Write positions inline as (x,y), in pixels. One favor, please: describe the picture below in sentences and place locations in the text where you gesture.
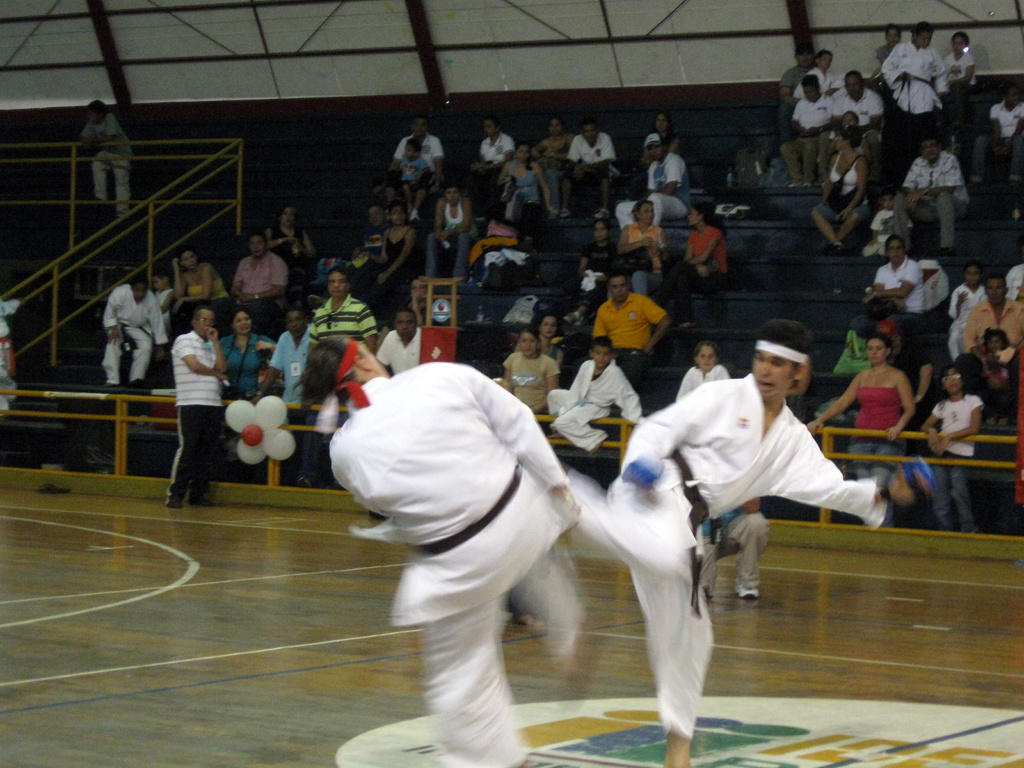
In this picture, we can see a few people (890,299) in a stadium (855,262), and two (782,468) are fighting, we can see the floor (615,669), stairs (733,315), fencing (126,412), and we can see the wall (525,36) with some objects (441,49) attached to it.
